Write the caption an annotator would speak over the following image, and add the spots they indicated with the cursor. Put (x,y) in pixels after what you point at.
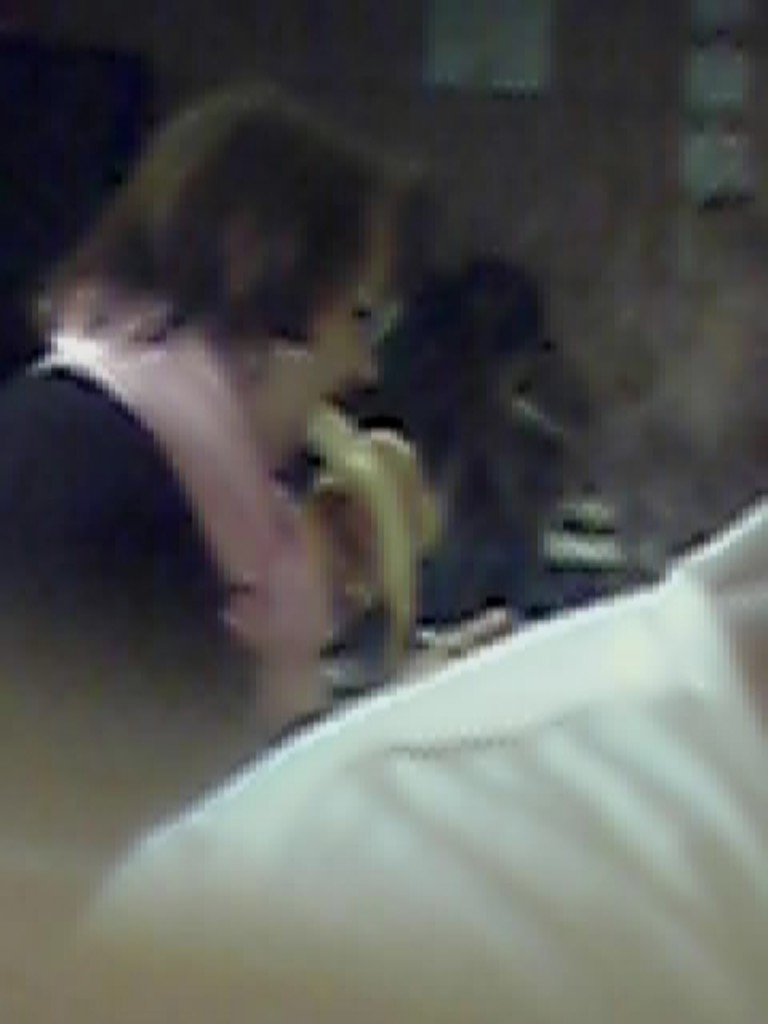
In front of the picture, we see a person (503,783) wearing the white T-shirt (583,846). On the left side (98,424), we see a woman (251,511) is wearing the pink and black dress (226,532). She is eating the banana (391,600). Beside her, we see a person (481,517) is standing. In the background (551,227), we see a wall (565,146) in brown color. This picture is blurred.
